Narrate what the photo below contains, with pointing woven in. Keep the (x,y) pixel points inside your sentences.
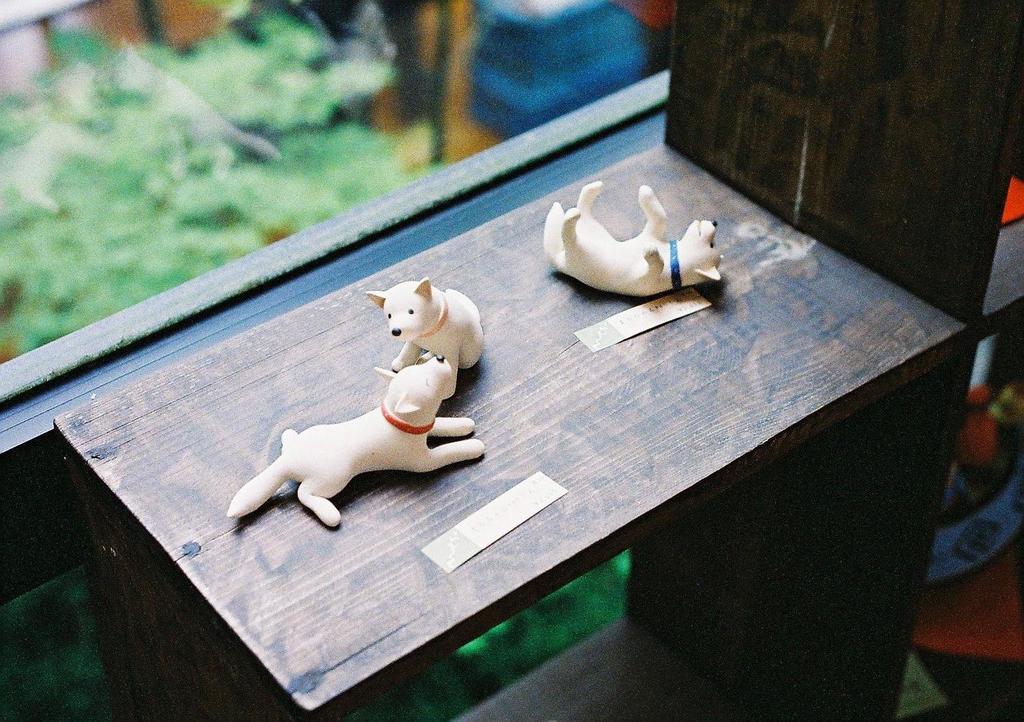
As we can see in a picture that, there are three toys (399,363) in a wooden shelf (831,341). Beside is a window (181,156).
